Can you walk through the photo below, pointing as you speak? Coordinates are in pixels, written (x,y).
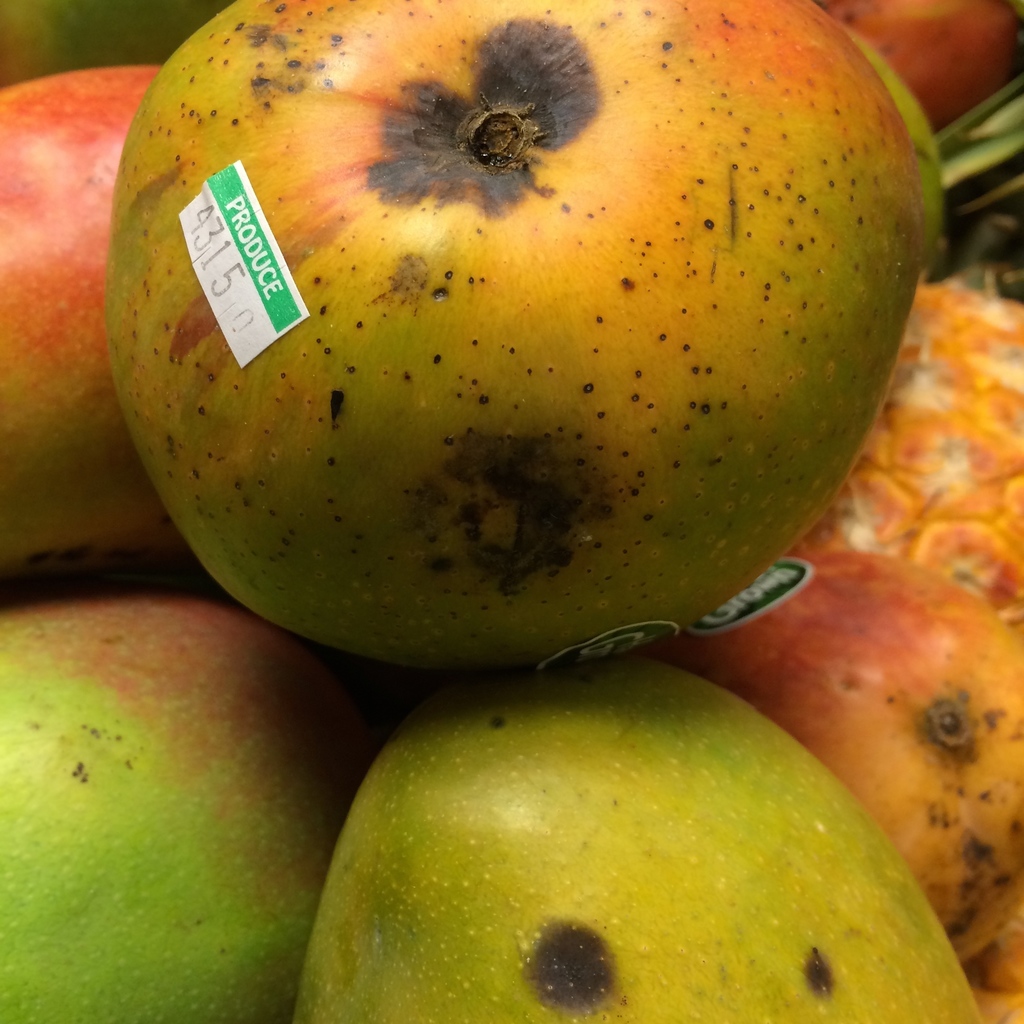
In this picture I can see there are few mangoes (478,577) and there is a label (252,312) on the fruit (396,635).
